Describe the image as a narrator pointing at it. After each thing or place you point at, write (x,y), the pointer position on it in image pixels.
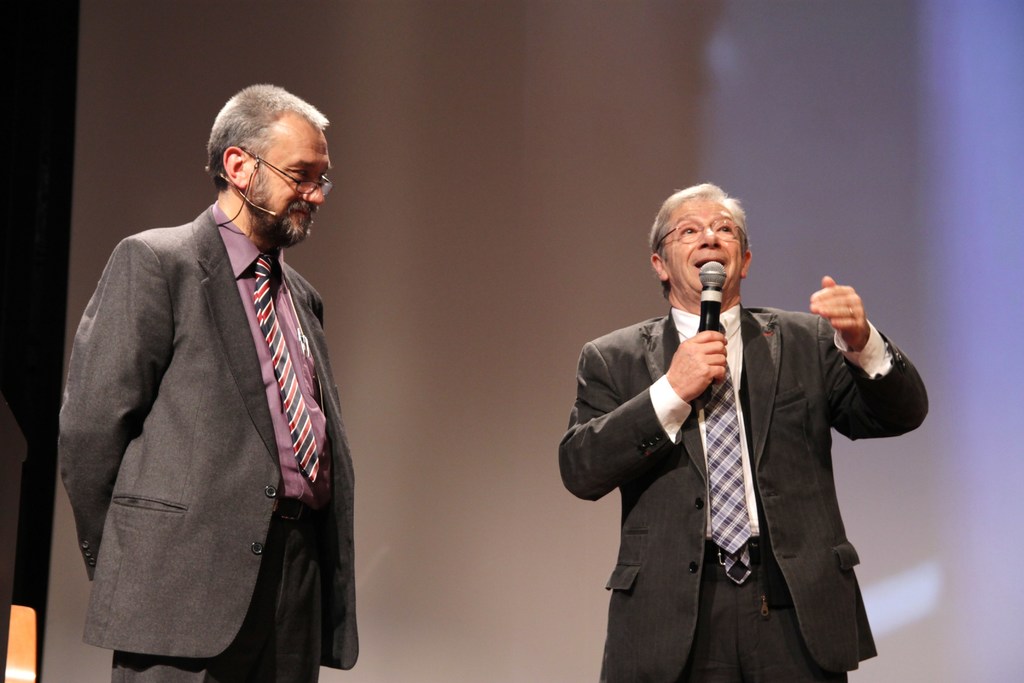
In this picture we can see two person (274,265) one is listening the speech wearing grey coat (209,551), pink shirt (285,437) and red striped tie (297,427). Other is delivering the speech on microphone (712,279) wearing black coat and specs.
